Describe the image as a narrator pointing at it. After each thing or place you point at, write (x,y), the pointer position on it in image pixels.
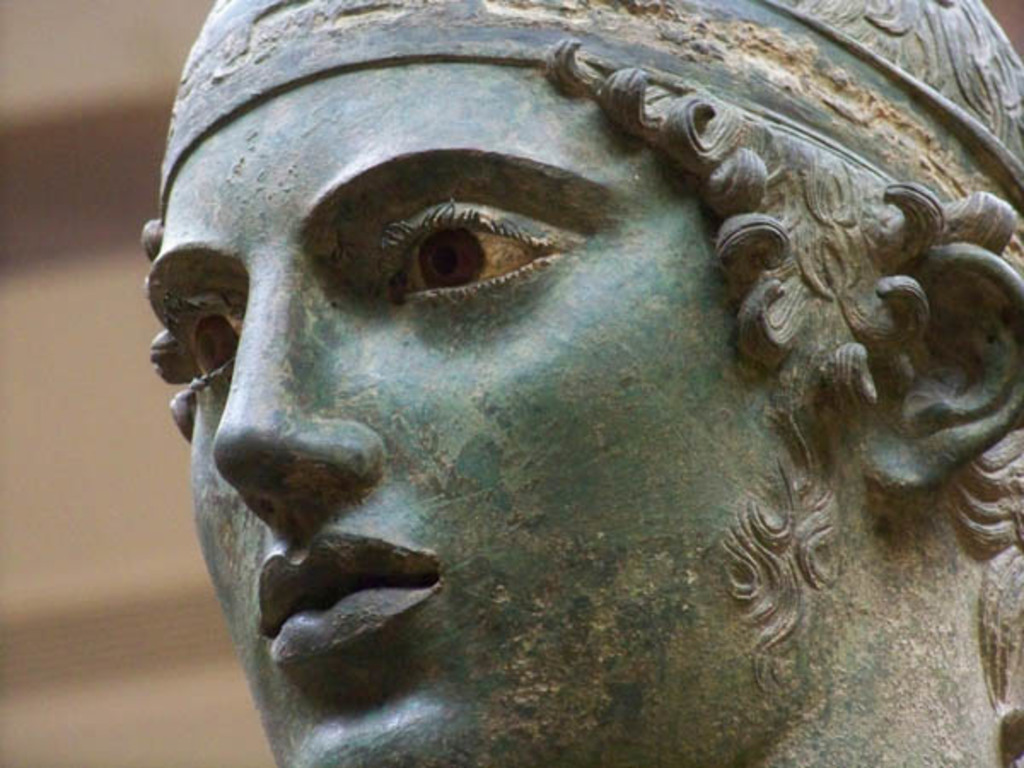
This is a close up image of a person's sculpture (509,468) and the background (111,611) is blurred.
